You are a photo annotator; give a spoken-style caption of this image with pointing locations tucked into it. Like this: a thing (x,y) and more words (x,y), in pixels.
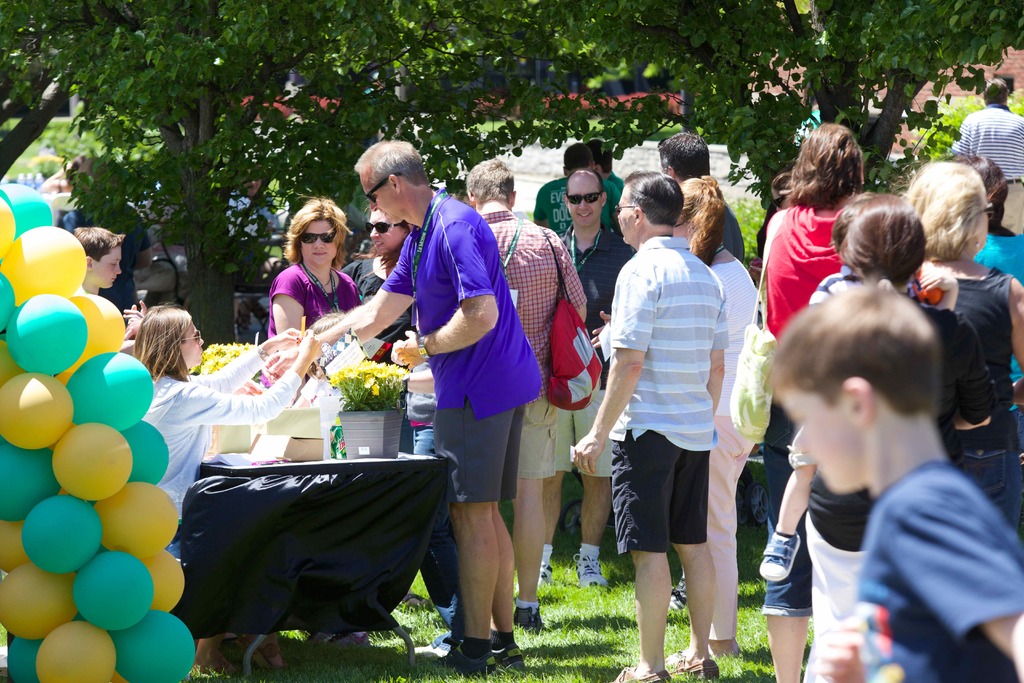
In the image in the center (674,369), we can see a few people (671,337) are standing and one person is sitting. Between them, there is a table (307,550). On the table (336,554), we can see plant pots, banners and a few other objects (279,459). In the background (486,95) we can see trees (501,6), grass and balloons (69,559).
